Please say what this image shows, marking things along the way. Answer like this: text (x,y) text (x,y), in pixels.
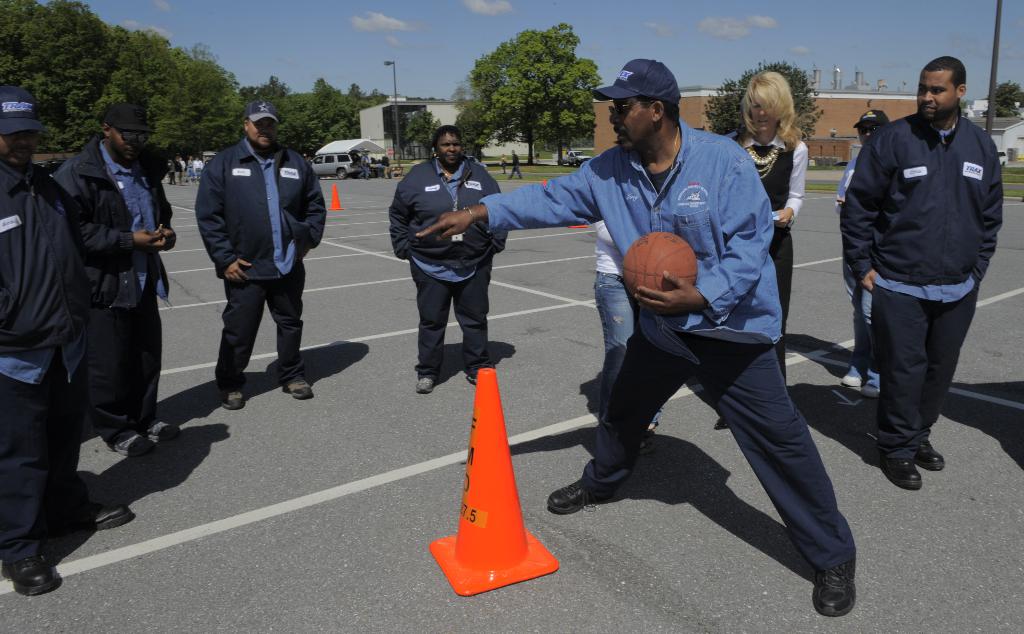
In this picture I can observe some people (481,311) standing on the road (848,358). In the bottom of the picture (501,466) I can observe traffic cone (459,567). In the background (72,70) I can observe trees (72,70) and some clouds (736,34) in the sky (423,48).
